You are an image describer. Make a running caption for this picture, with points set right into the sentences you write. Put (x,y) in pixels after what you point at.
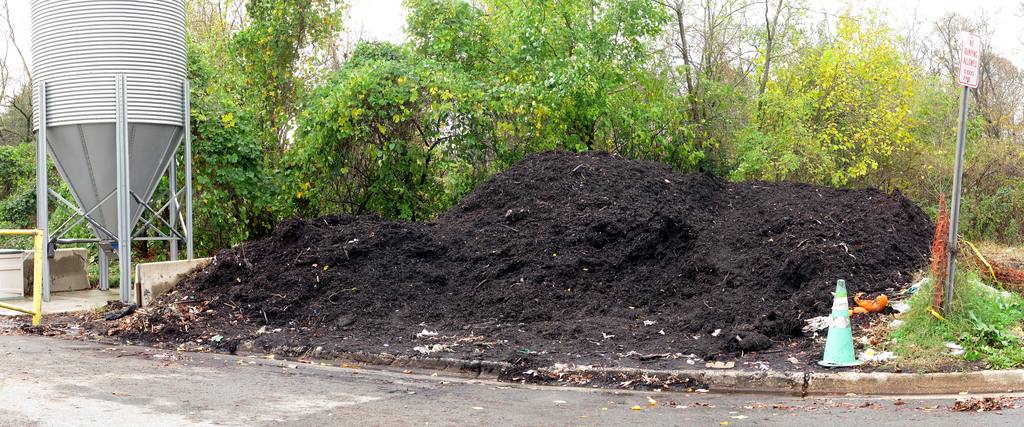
In this image I can see the road (166,393). To the side of the road (146,395) there is a black color mud (558,250), board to the pole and the tank (68,164) which is in ash color can be seen. In the background (366,119) I can see many trees (460,72) and the white sky (715,1).
